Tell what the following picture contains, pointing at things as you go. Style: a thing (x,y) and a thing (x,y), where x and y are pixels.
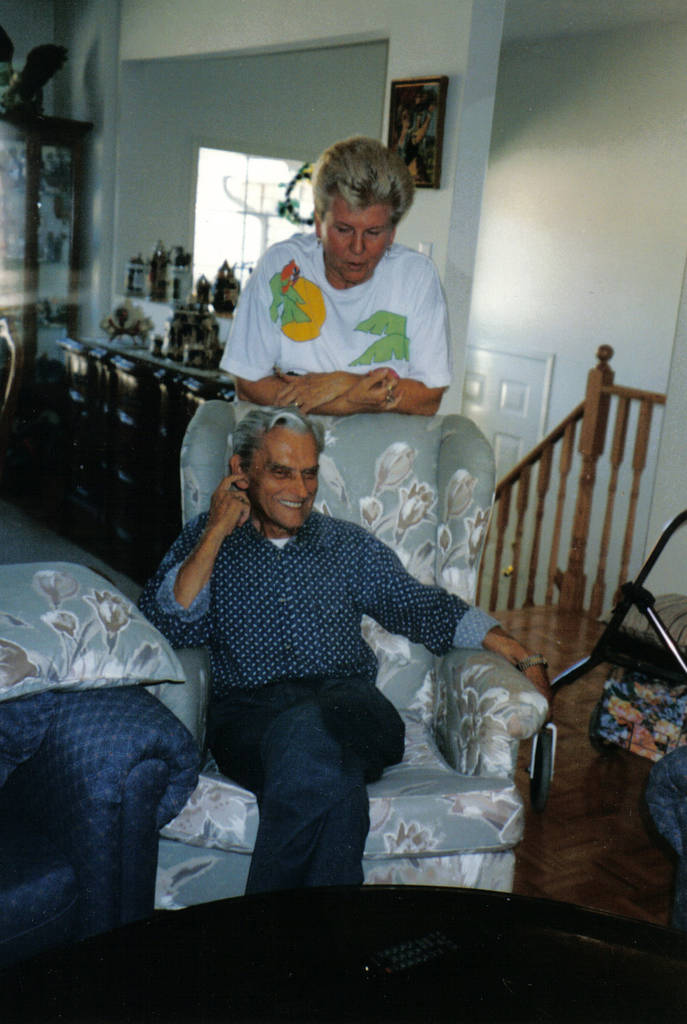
In this image it seems like a man (318,573) is sitting in sofa (421,781) and a woman (366,295) is standing beside the sofa (366,455). In the background (111,302) there is a wall (164,161), cupboard (132,386) and staircase (539,490). Beside the man (158,604) there is pillow (42,652) which is kept on sofa (68,768). To the right side (665,178) there is a wall (562,150) on which there is a photo frame (425,118).
